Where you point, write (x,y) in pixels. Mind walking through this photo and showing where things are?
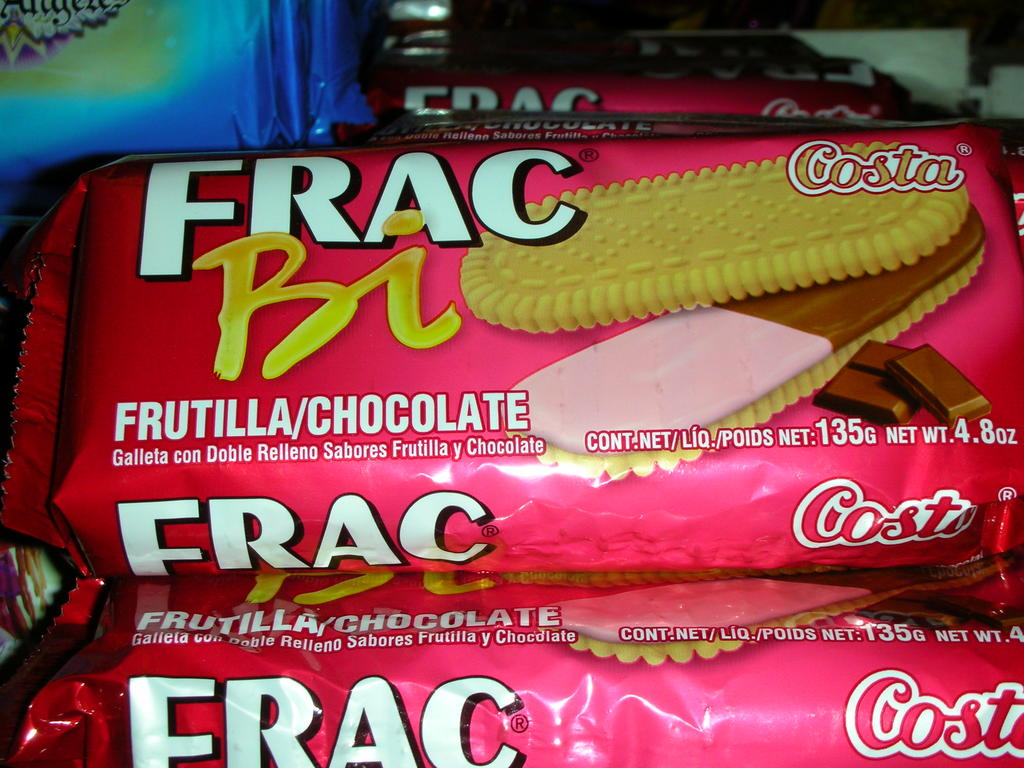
In this image there are packets (586,459). On the packets (669,452) there are images (749,229) of some food (824,347) and text (250,504).
